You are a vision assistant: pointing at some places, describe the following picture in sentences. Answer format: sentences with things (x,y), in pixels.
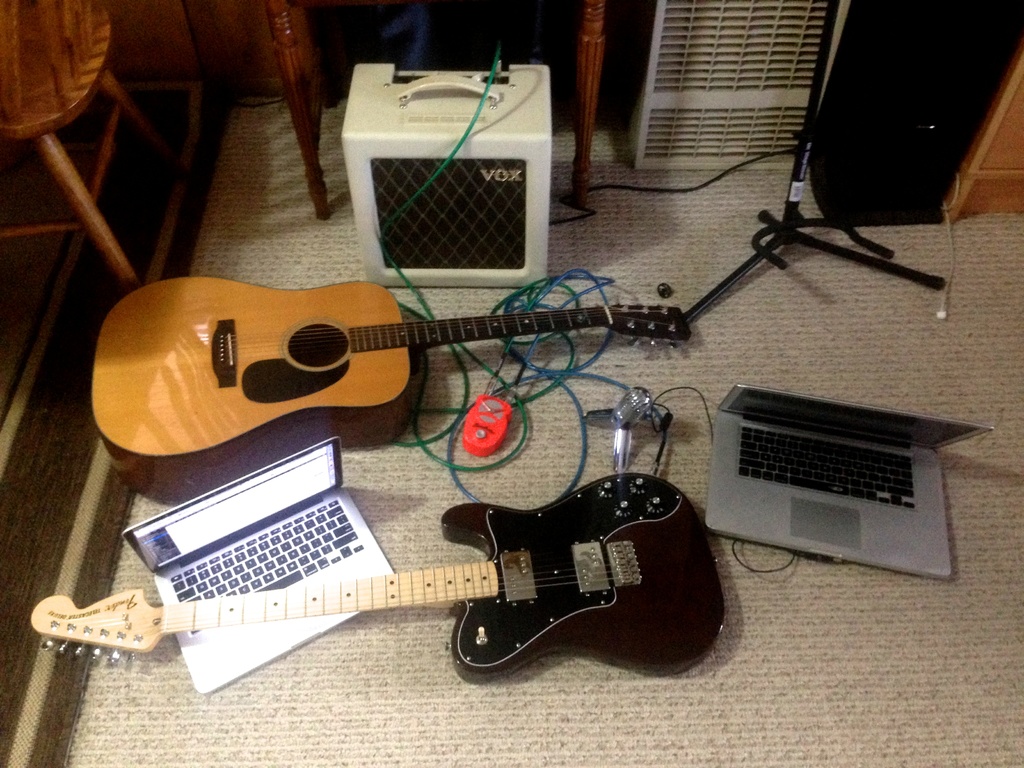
there are two guitar (575,543) two laptops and two sound box (504,109) on the floor (978,269).
